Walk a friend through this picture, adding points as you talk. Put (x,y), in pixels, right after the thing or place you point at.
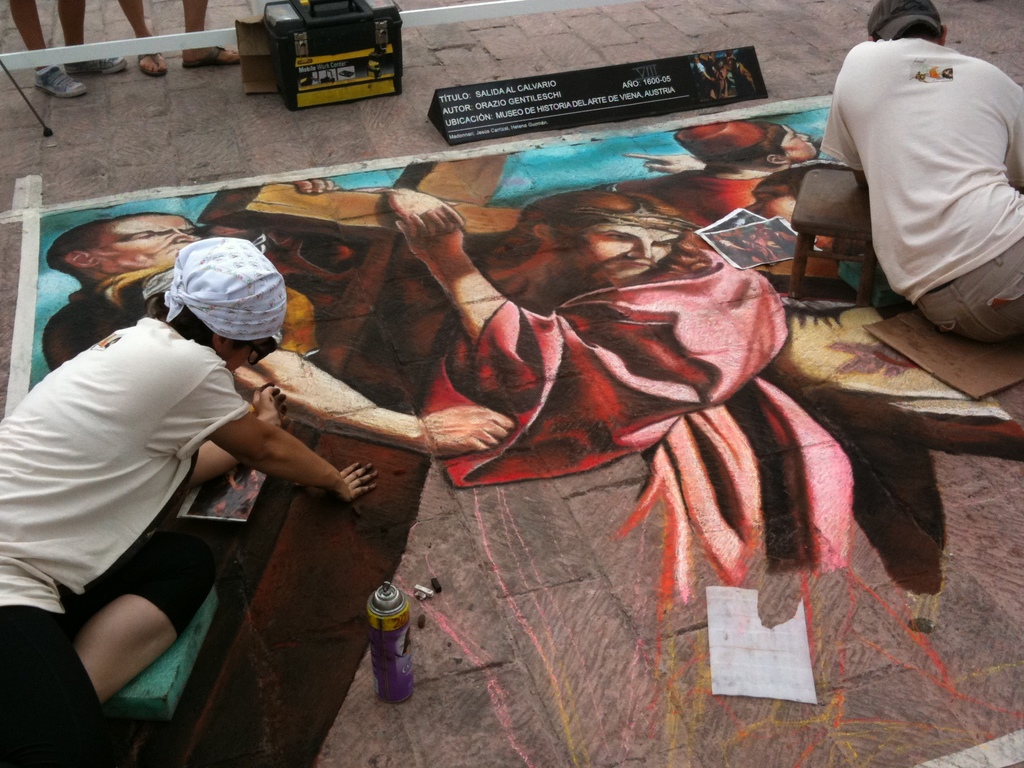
In the foreground of this image (163,446), there are two people (950,264) sitting on the floor (364,581) and we can also see painting (620,387) on it and also few papers (753,695), a stool (822,215) and a bottle (395,641). At the top (374,83), there is a box (322,36) and legs (29,47) of person (152,69).
